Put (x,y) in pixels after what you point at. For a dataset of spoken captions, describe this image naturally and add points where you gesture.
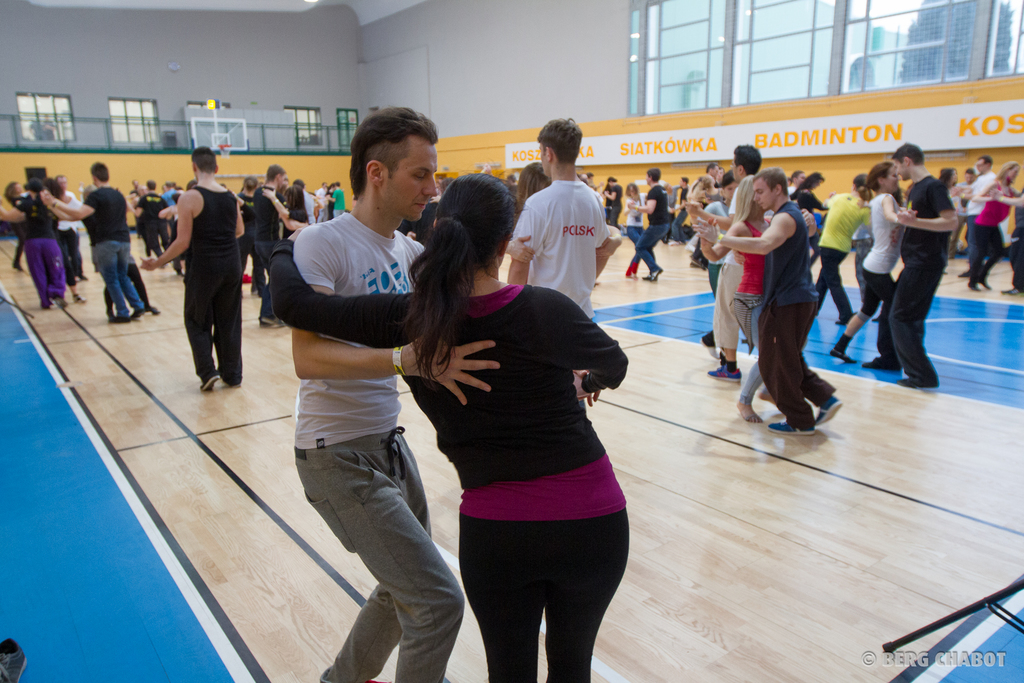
In this picture I can see a basket ball court (348,608) on which we can see few people (409,262) are dancing, side we can see some boards (635,153) and also we can see windows (763,47) to the wall (601,91).
